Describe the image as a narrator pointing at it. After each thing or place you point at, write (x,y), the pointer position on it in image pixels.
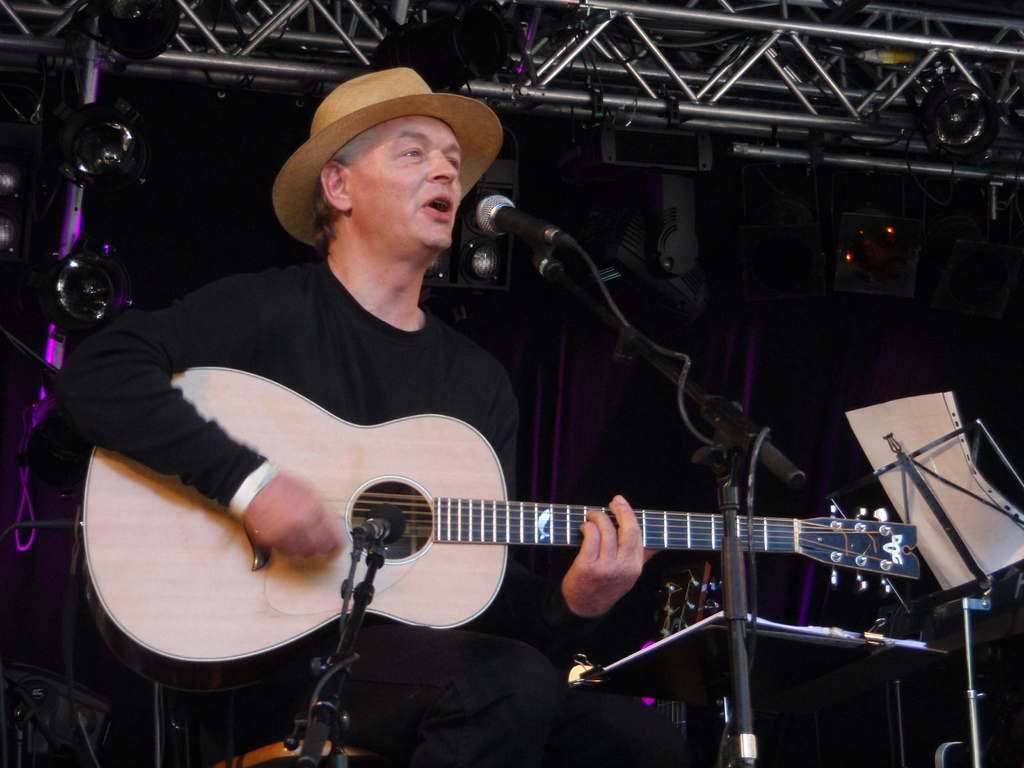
On the left side of the image (278,327) there is a man (334,347) wearing black color dress (332,361), sitting and singing by playing the guitar (434,524). In front of this man (361,340) there is a mike stand (745,671) and also there is a podium (822,656). The background (719,222) is dark. At the top of the image (609,74) there is a metal stand (567,64).
